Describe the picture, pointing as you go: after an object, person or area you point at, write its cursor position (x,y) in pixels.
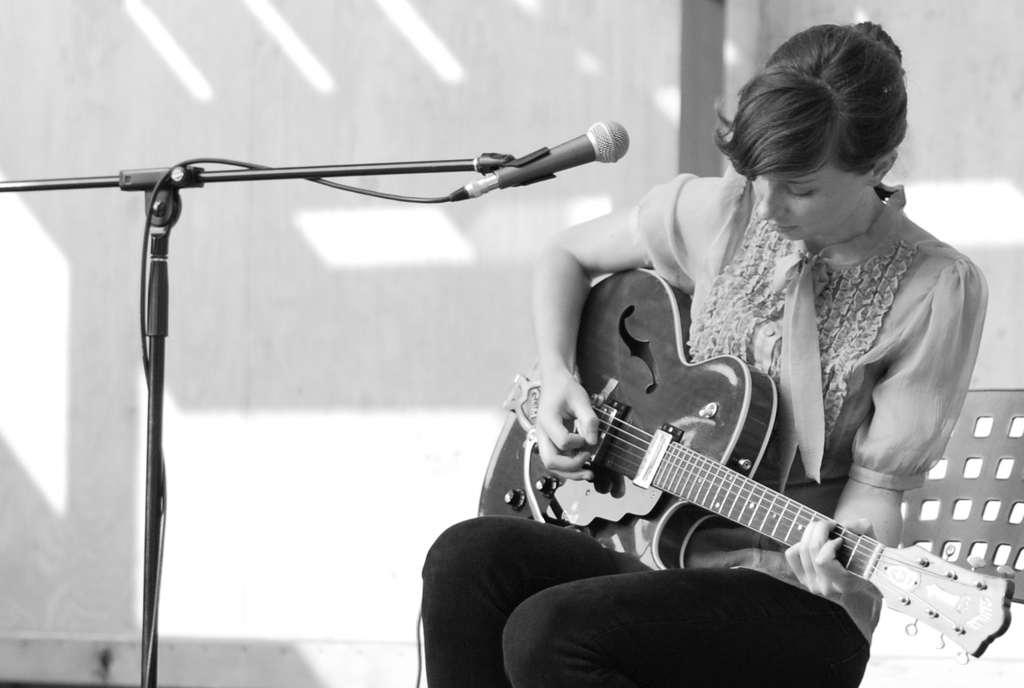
In this picture we can see woman (903,365) sitting and playing guitar (613,436) and in front of her there is mic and in background (447,119) we can see wall (339,76).
